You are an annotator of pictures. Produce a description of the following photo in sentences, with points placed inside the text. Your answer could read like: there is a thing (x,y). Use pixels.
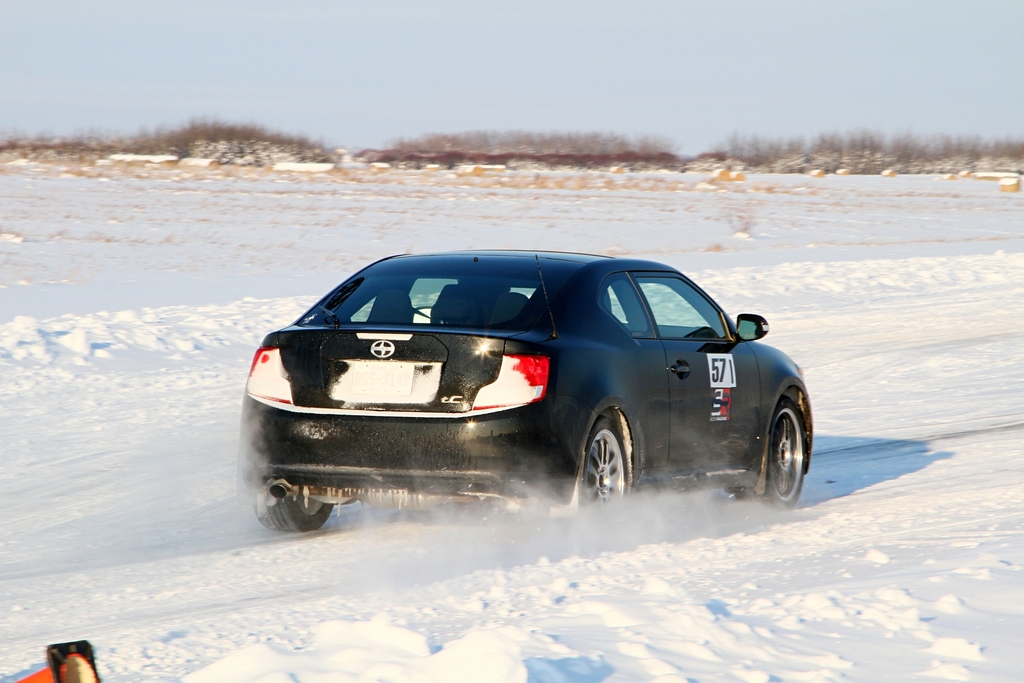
In the center of the picture (361,228) there is snow (67,197). In the foreground (488,359) there is a car (533,364). In the background (320,150) there are shrubs (443,157) and grass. Sky (396,71) is sunny.
